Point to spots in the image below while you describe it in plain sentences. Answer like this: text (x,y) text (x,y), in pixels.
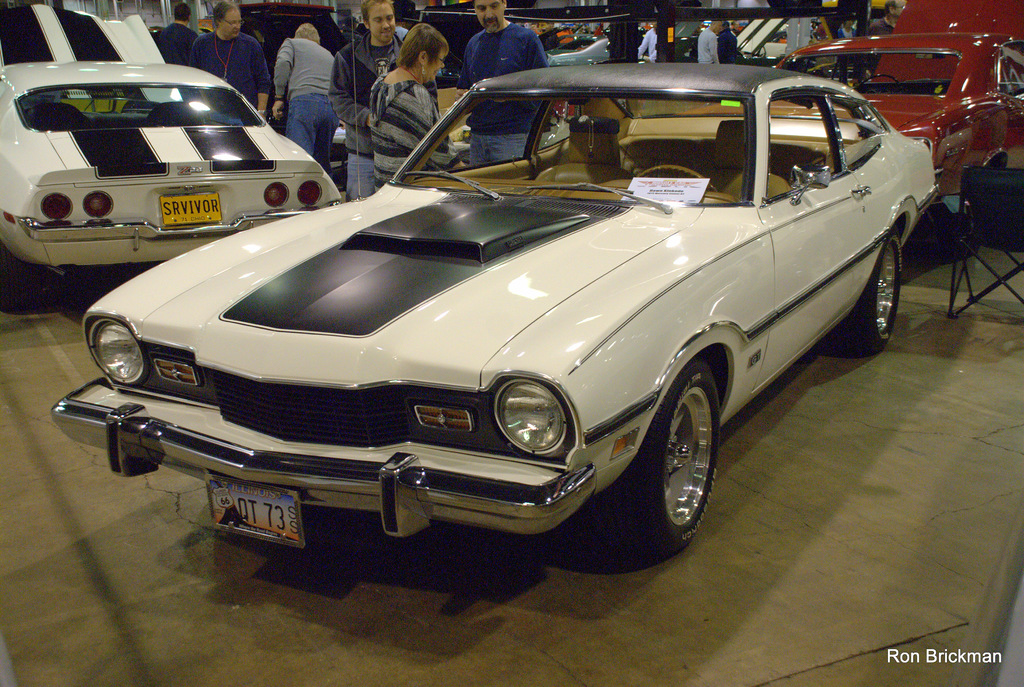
In this image we can see many vehicles (436,178). There is a chair (998,243) at the right side of the image (1002,225). There are many people (399,151) in the image. There is a name board (680,198) on the car (607,205) in the image. There is some text (966,655) at the bottom of the image (921,651).
